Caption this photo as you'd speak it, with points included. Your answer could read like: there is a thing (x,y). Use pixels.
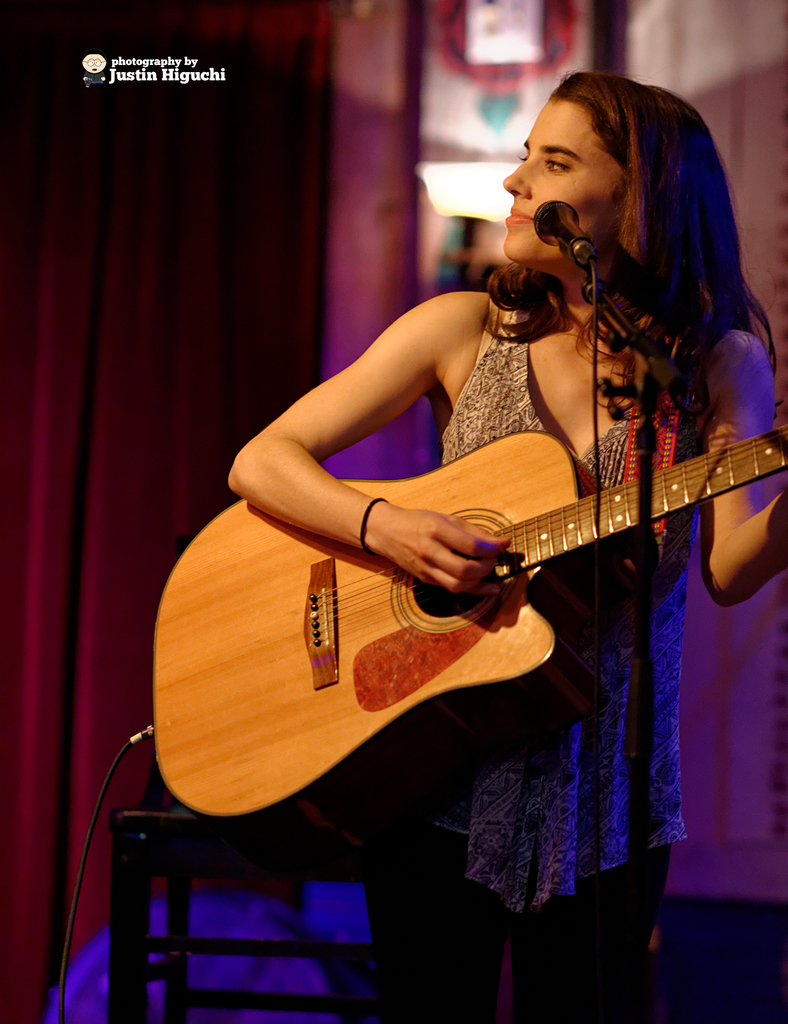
In this picture we can see woman (612,445) holding guitar (728,483) in her hands (416,546) and playing it and in front of her there is mic (554,212) and in background (307,160) we can see curtains (297,152) and it is blurry.
